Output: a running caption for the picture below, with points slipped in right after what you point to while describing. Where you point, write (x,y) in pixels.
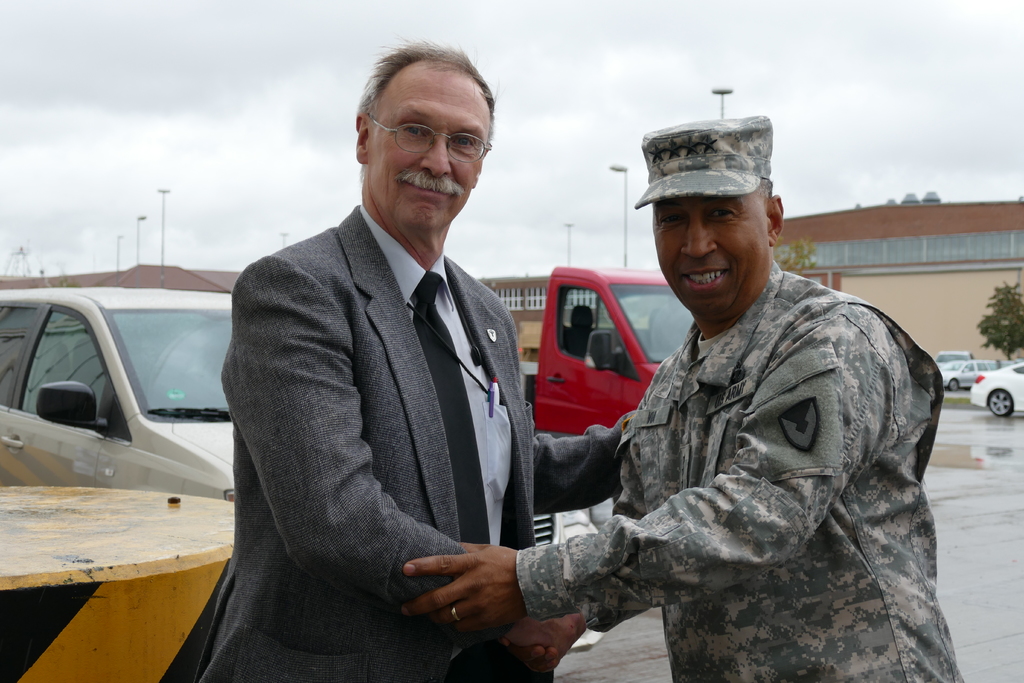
In this image in front (299,622) there are two people (469,355) shaking their hands (459,556). Behind them there are cars (640,318) on the road (958,457). In the background of the image (811,233) there are buildings (961,315), trees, light poles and sky (392,39). On the left side of the image (17,556) there is a barrier (141,572).
